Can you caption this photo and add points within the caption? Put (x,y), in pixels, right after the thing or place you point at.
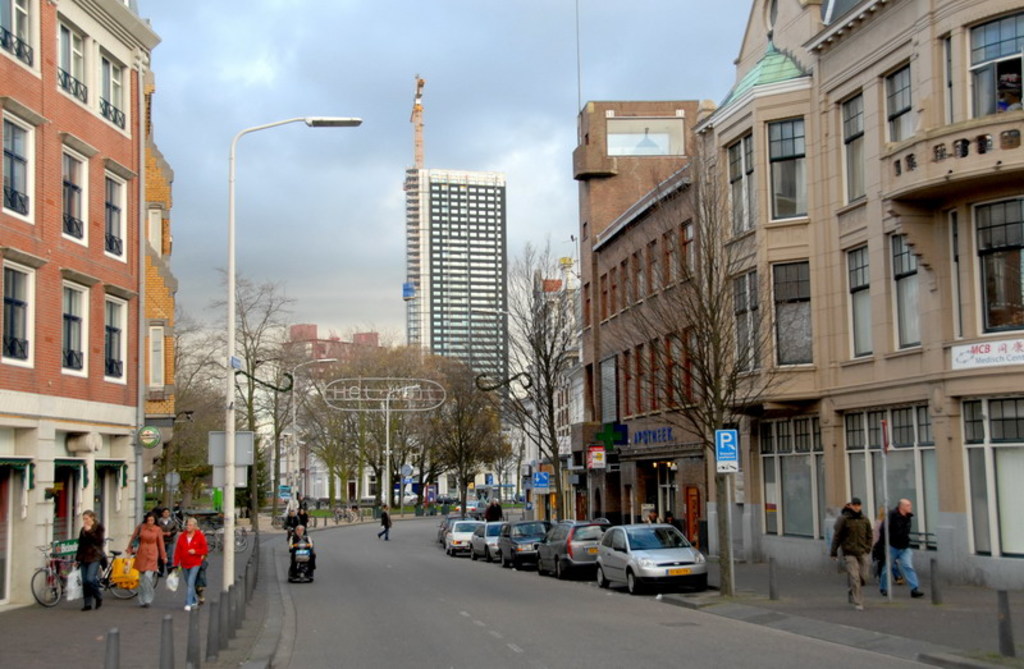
This is the outside view of a city (736,414). Here we can see some buildings (931,419). And some people (863,528) are walking on the sidewalks (85,615). Here some vehicles (703,571) are parked on the side of the road (437,627). And this is the road (389,591) here one person (296,568) is riding a mobility scooter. On the background (300,422) we can see some trees (416,413) and this is the sky (339,129).
